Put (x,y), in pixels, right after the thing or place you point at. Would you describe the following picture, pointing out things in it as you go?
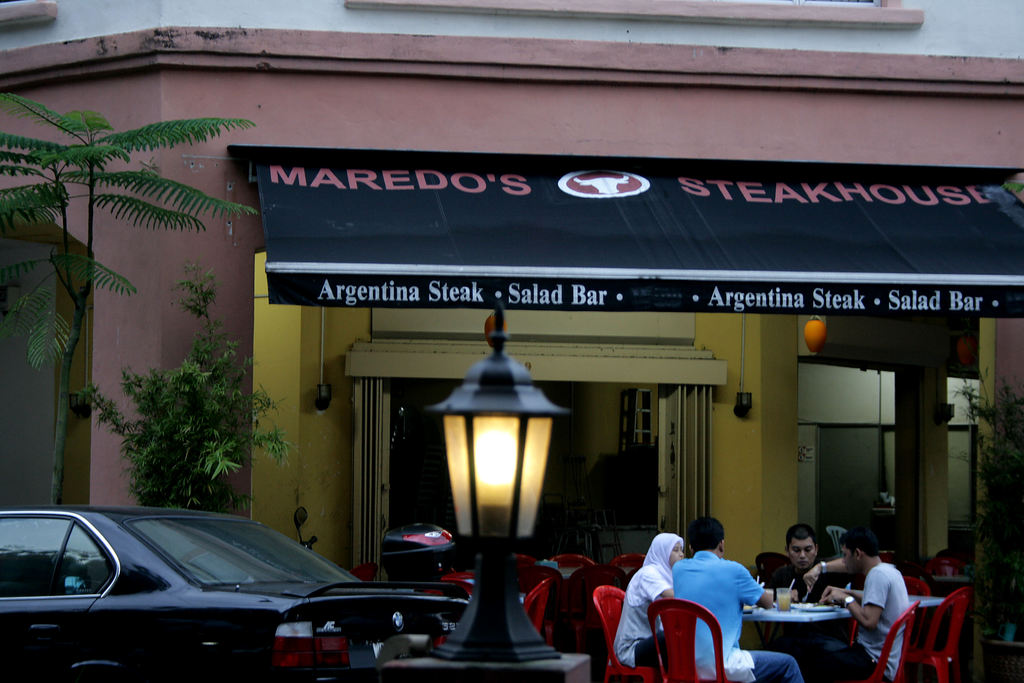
Completely an outdoor picture. In-front of this building (308,81) there are plants (167,416). A black vehicle (164,525) is on road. In-front of this image there is a lantern lamp (504,586). Backside of this car (338,637) few persons (769,653) are sitting on chair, in-front of them there is a table (794,614), on this table (767,616) there are plates (809,605) and glasses (785,589). This man (794,573) is holding a knife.
